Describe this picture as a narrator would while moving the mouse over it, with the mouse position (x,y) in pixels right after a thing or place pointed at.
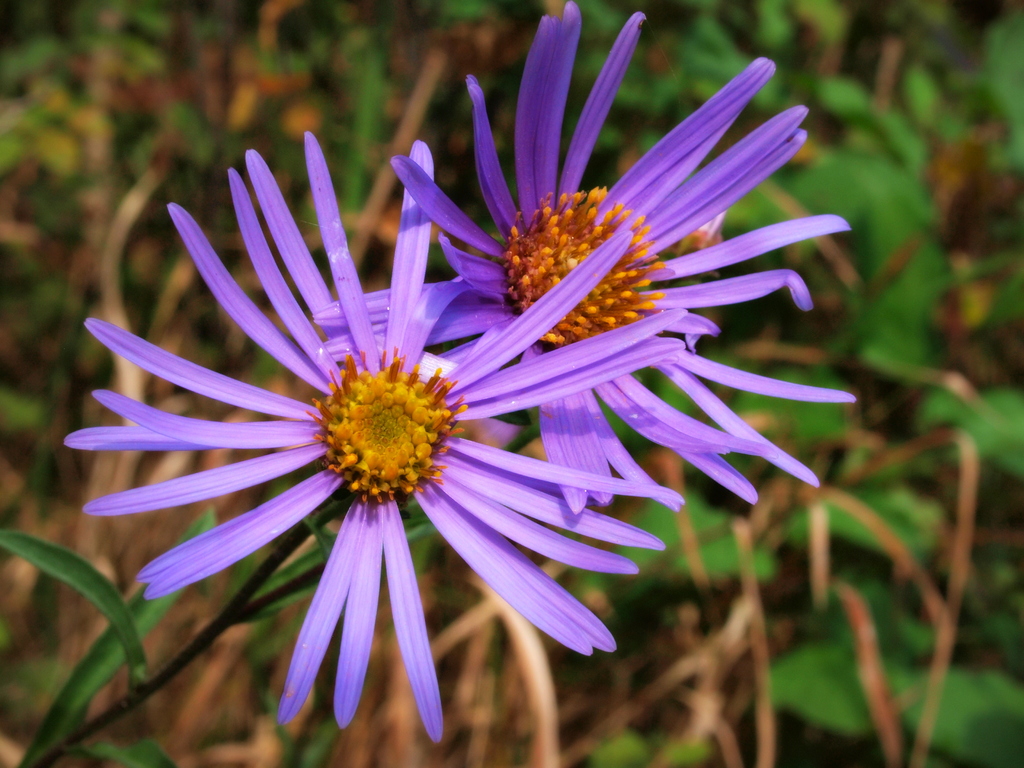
In this image I can see two violet color flowers (358,327). In the background (1022,307) the leaves (1022,307) and stems (538,711) are visible.
